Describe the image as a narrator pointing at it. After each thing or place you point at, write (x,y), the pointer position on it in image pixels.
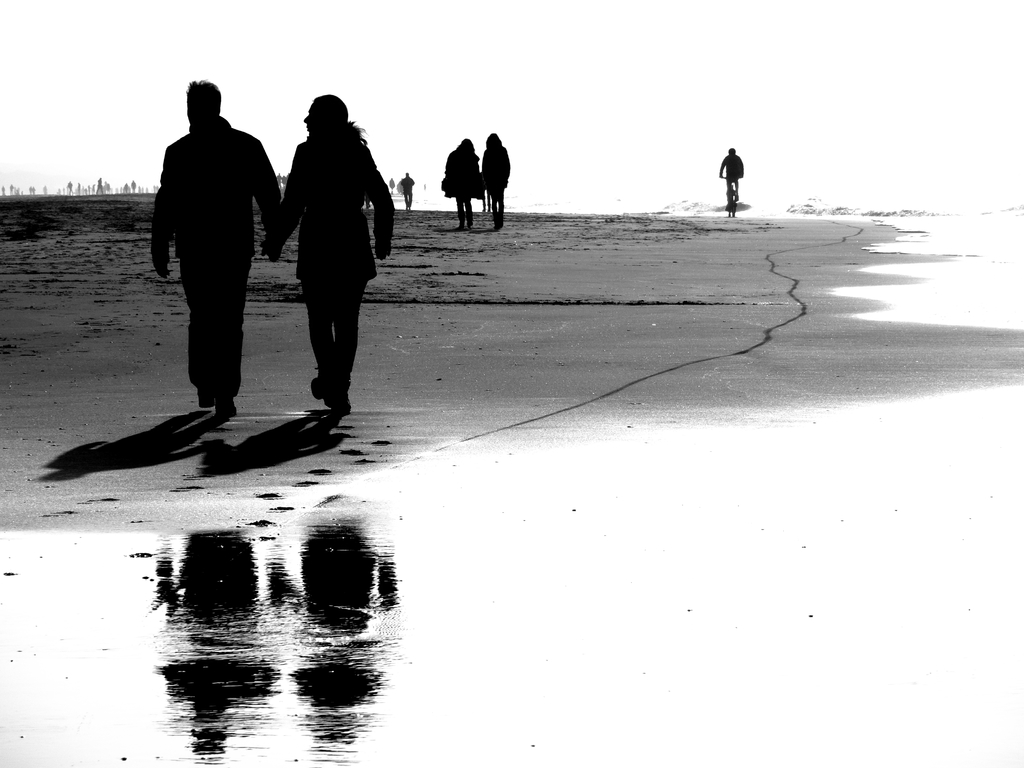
In this image there are persons (348,318) walking. On the right side (939,492) there is water (770,558).
